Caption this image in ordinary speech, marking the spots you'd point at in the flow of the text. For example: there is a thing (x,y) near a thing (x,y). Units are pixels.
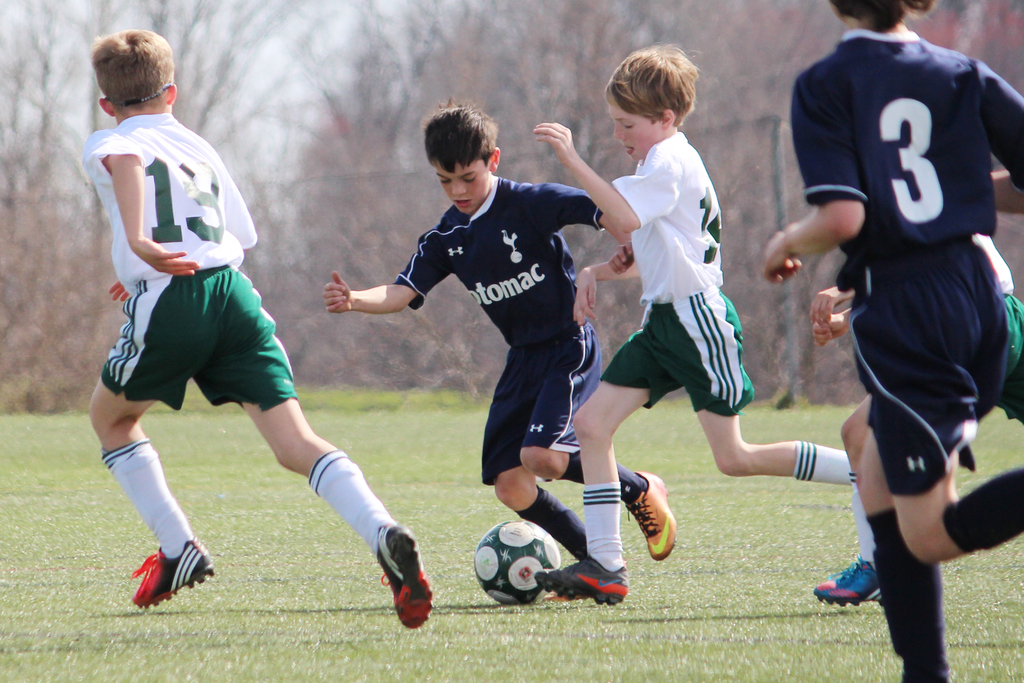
There are group of kids (426,290) playing football (531,553) on a green ground (549,631) and there are trees (457,46) in the background (489,48).
